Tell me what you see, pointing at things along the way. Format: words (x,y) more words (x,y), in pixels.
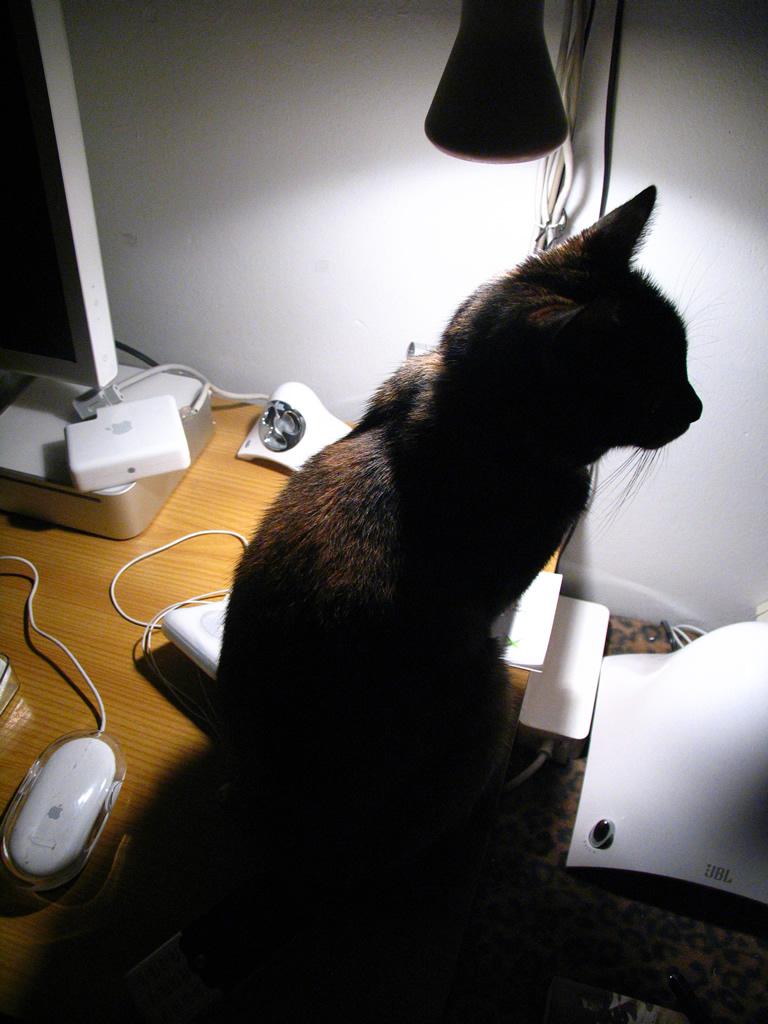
In the picture I can see a cat (502,706) is sitting on a wooden table (108,629). I can also see computer mouse (101,755) and some other objects (147,495) on the table (122,544).
